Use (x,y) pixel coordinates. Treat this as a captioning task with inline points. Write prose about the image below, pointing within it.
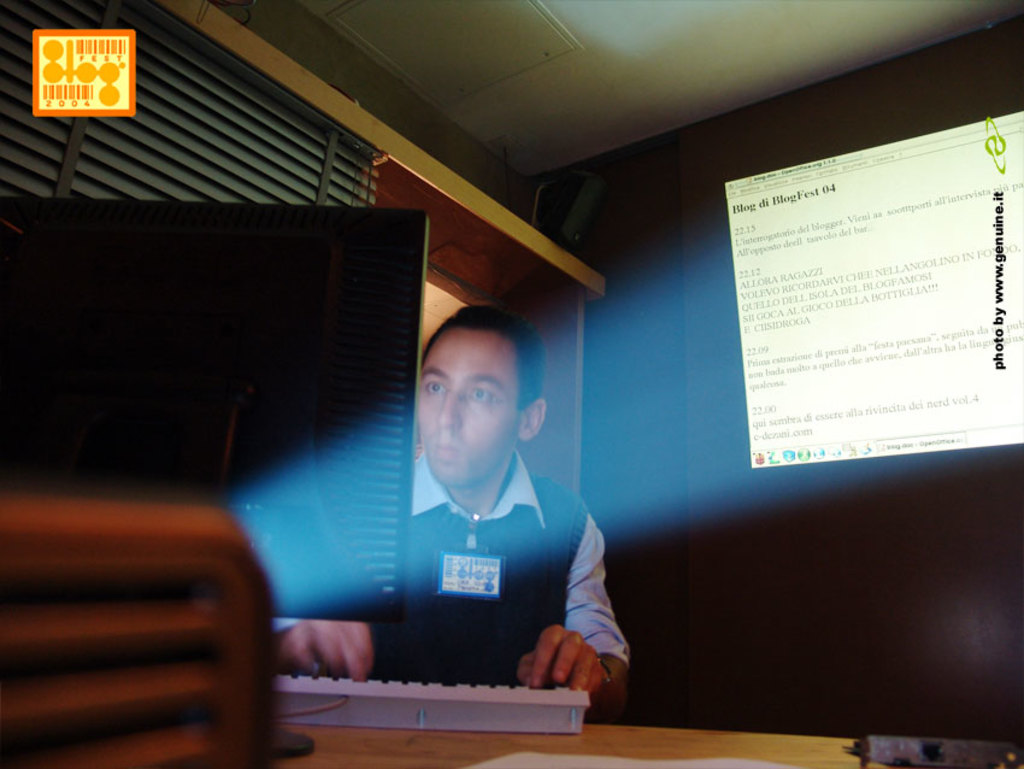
A man (537,581) with black jacket (540,567) is sitting in front of the monitor (329,456) and typing on the keyboard (422,682). In to the left bottom corner (140,635) there is a projector (153,676). And on the wall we can see a screen (899,324). And to the left corner (266,138) there is a window (234,149).
